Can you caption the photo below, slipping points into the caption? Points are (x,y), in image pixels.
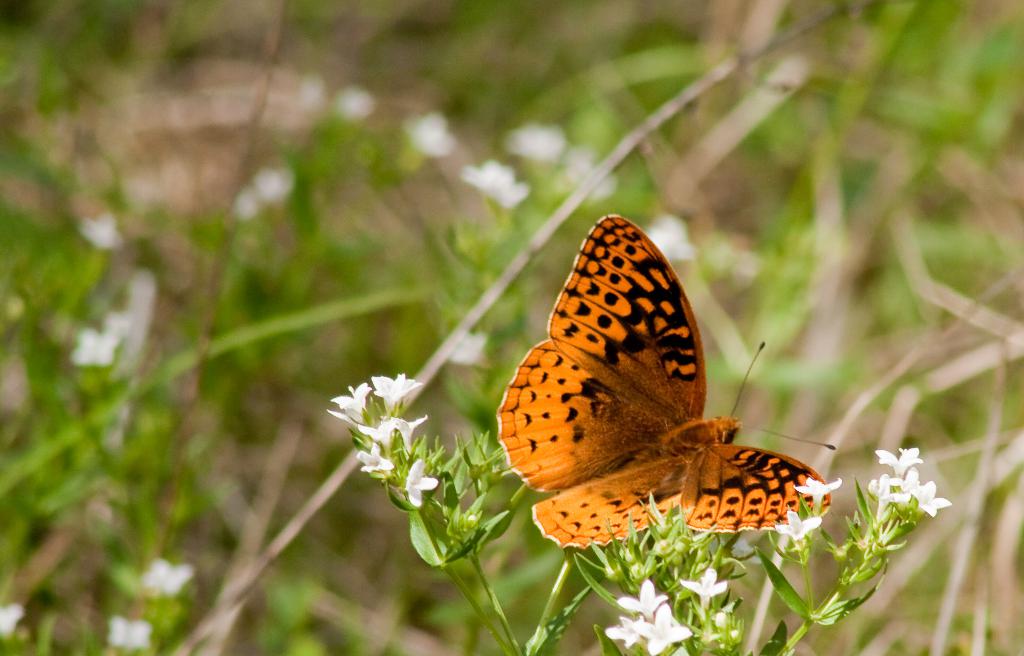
In this image there is a butterfly (635,453) on the plant (605,568). In the background (296,258) there are plants (344,321) with the white flowers (376,440).
